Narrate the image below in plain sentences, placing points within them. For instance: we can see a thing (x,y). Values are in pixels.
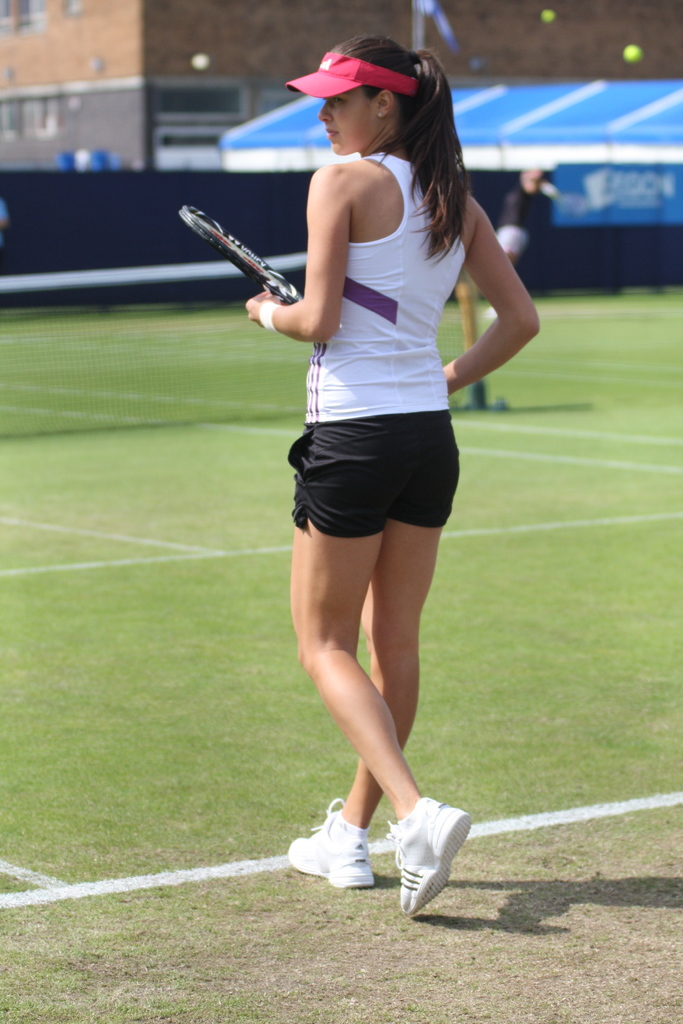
In the image there is a woman (360,433) holding a tennis racket (261,284) on her hands (261,306). In background (221,301) we can see wall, person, net (268,334), buildings (201,90) at bottom (42,683) there is a grass (41,679) in green color.
